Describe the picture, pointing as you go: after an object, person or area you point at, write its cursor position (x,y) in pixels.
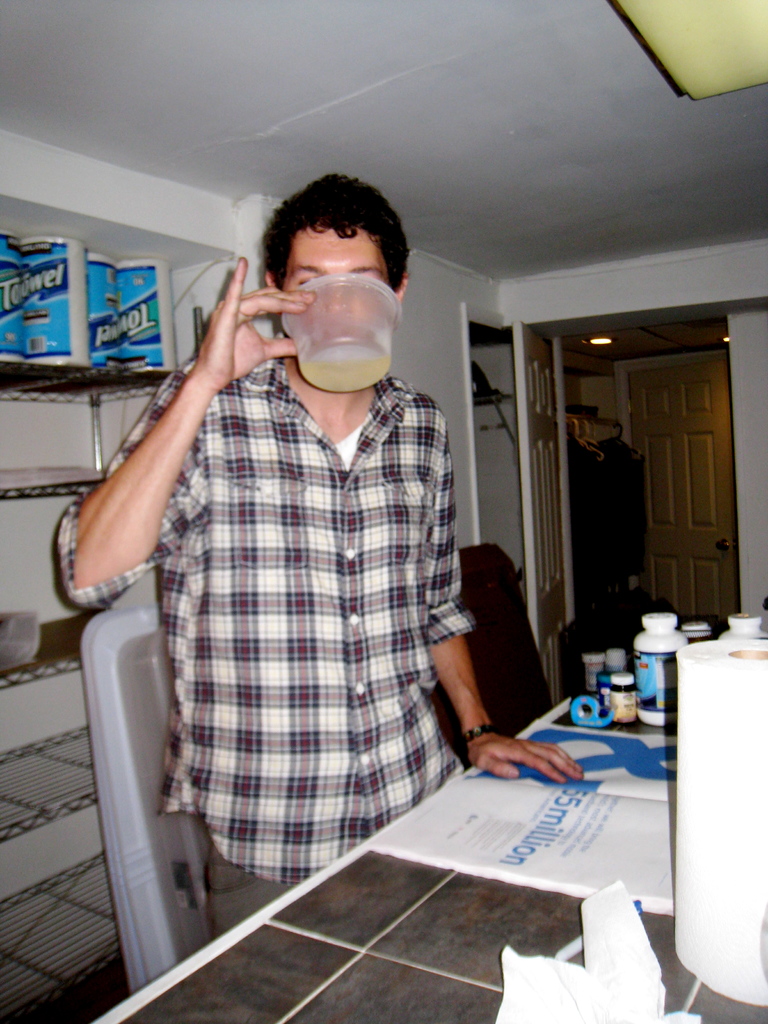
This picture is clicked inside the room (766,398). The man (281,589) in white and black check shirt (274,582) is drinking liquid (355,382) from the bowl (367,358). In front of him, we see a table (402,910) on which newspaper (569,816), paper towel roll (704,652) and many bottles (613,697) are placed. Behind him, we see a rack (20,376) on which blue containers (82,268) are placed. On the right corner of the picture (690,546), we see door (658,462).
